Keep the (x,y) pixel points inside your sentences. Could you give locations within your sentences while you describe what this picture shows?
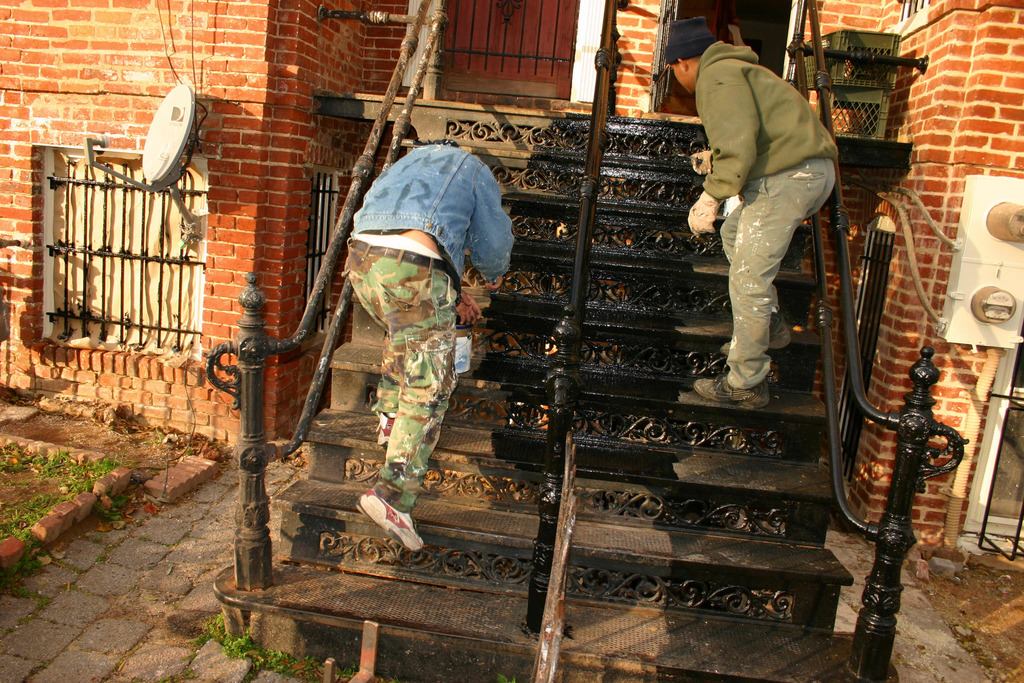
In the center of the image (535,455) we can see steps (662,454). On the steps (707,341), we can see one white color object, railings (835,220) and two persons (768,224) are standing. In the background (285,74) there is a brick wall (257,49), windows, grass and a few other objects (158,481).
